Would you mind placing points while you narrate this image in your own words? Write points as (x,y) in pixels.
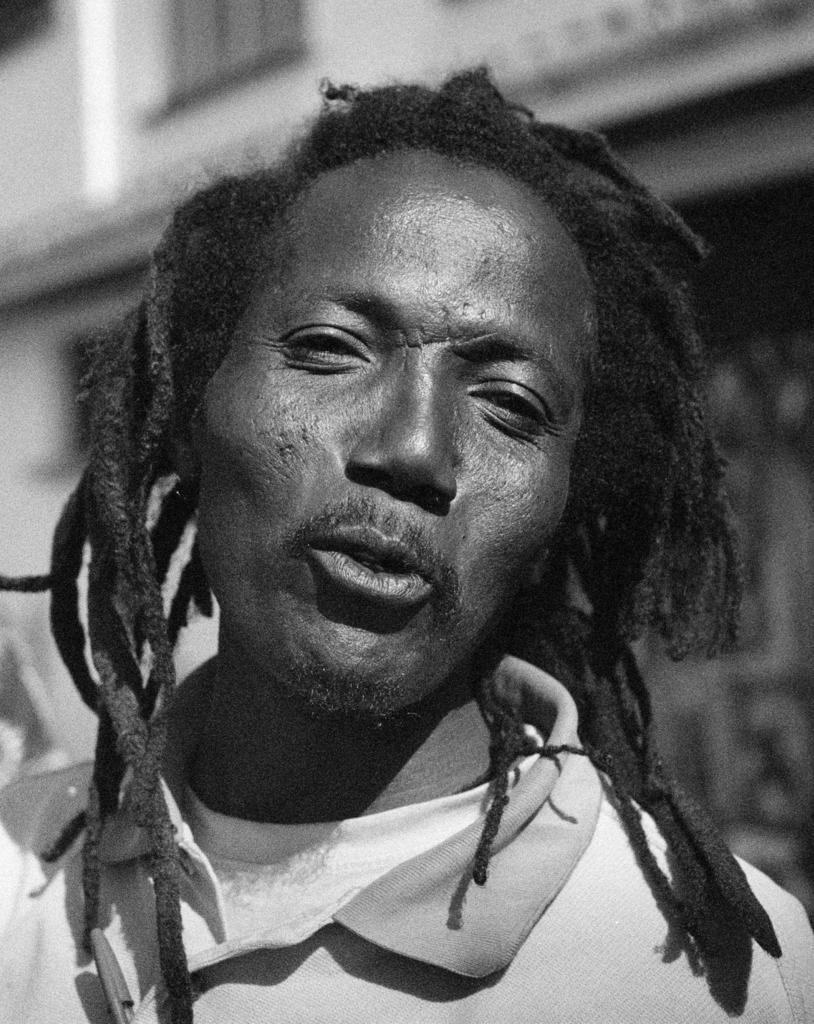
This image consists of a man (400,796). He is wearing a T-shirt (302,952). In the background (152,125), we can see a building (208,60).
